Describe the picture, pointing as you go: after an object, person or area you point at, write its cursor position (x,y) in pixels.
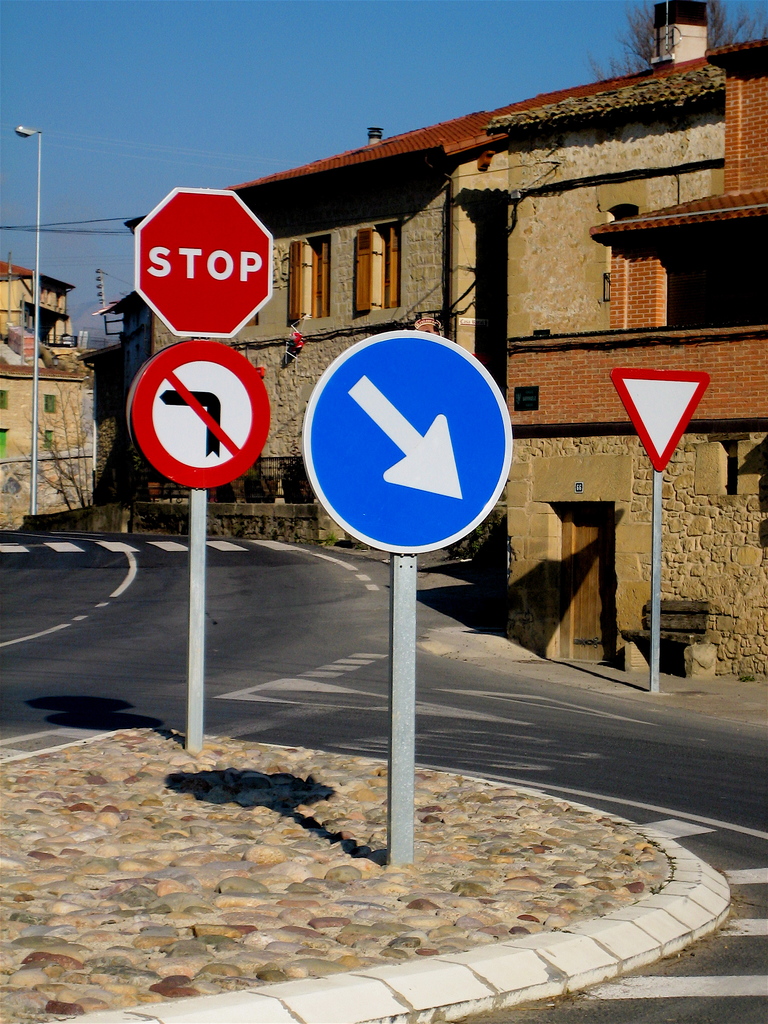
In this image I can see the road (228,685). To the side of the road (290,645) I can see many boards (218,430) and poles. In the background (47,459) I can see the buildings (555,417), trees (641,45) and the blue sky (255,135).
